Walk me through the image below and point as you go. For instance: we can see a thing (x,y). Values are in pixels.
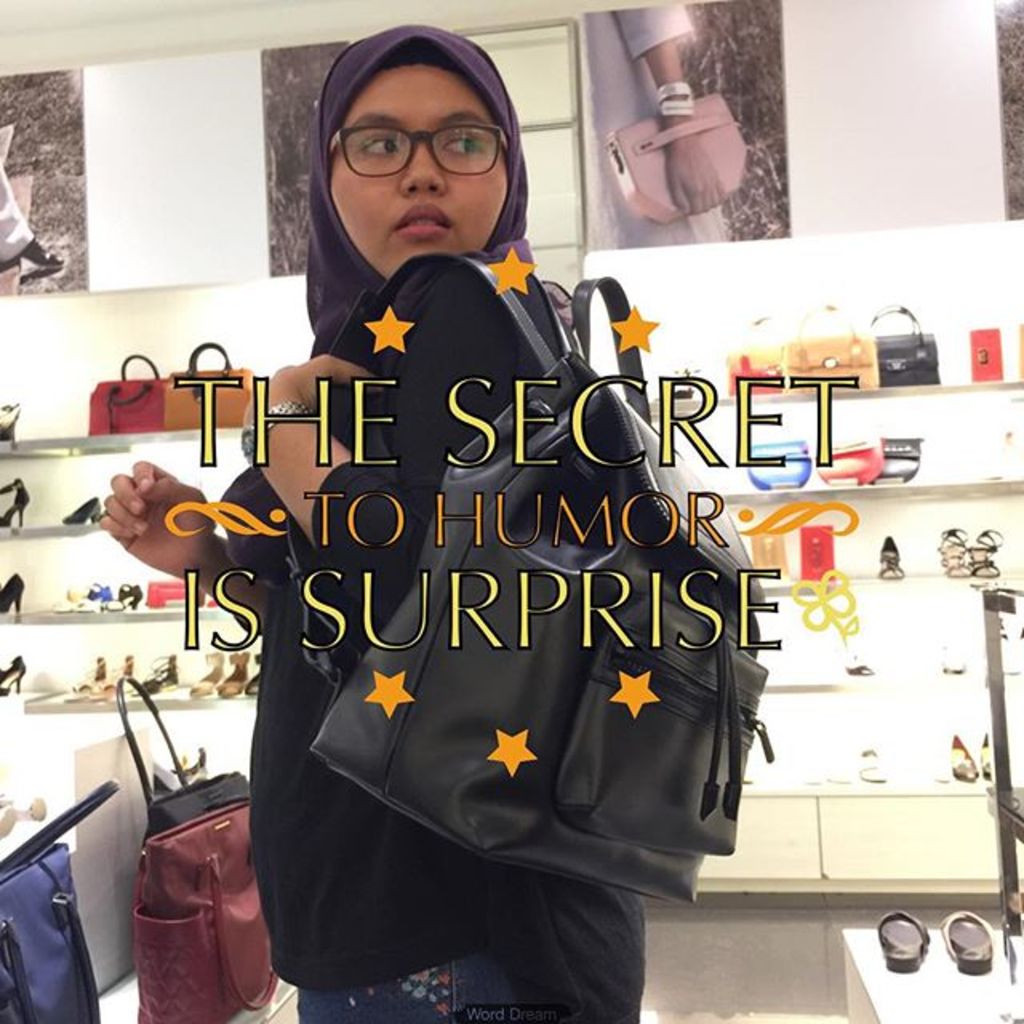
In this image I can see a woman (381,947) is carrying a bag (620,321), I can also see she is wearing a specs (492,159). In the background (21,670) I can see number of sandals (948,568) and handbags (33,998).
